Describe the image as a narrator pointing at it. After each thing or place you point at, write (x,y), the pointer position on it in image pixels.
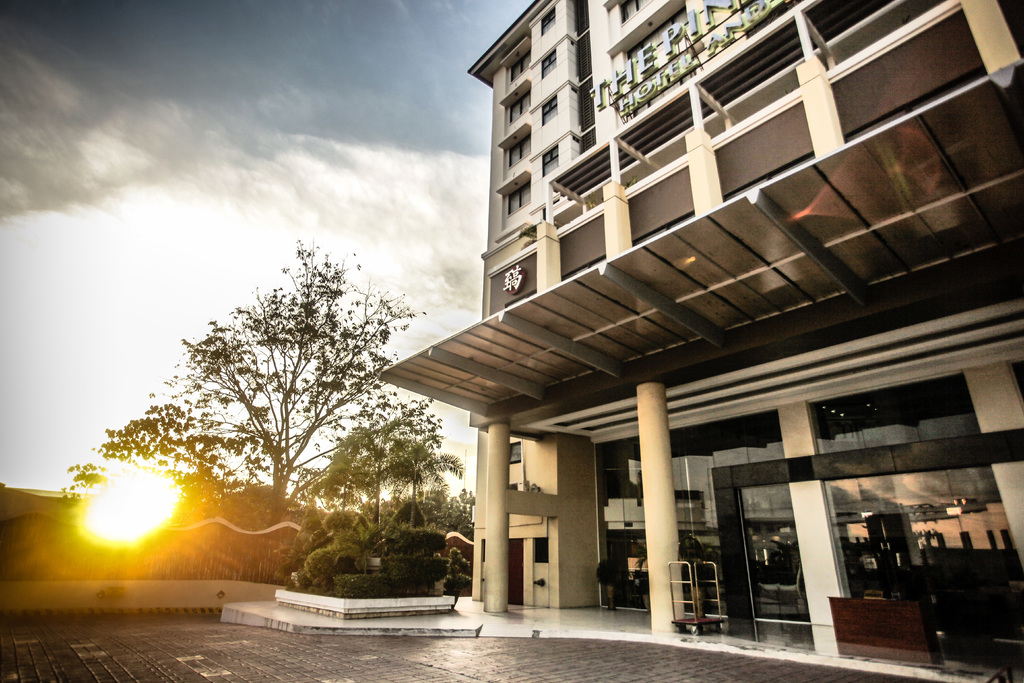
In the background (168,129) we can see the clouds (235,147) in the sky (461,128), trees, light (150,461) and plants (400,546). On the right side of the picture (842,284) we can see a building (639,126), windows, a luggage trolley (696,565) and the glass walls (619,531).
